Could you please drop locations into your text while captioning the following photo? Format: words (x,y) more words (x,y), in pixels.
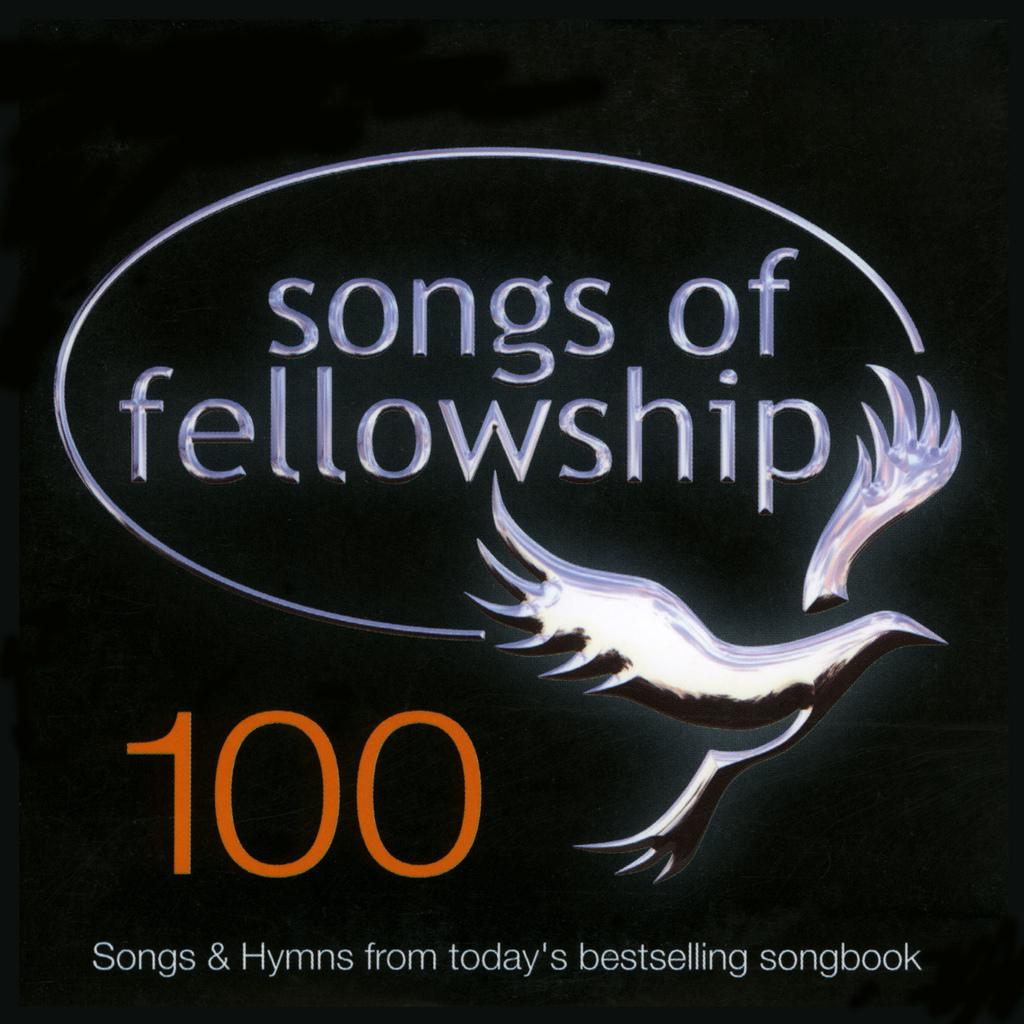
In this picture there is songs of fellowship (520,464) is written on it and there is something written below it.
